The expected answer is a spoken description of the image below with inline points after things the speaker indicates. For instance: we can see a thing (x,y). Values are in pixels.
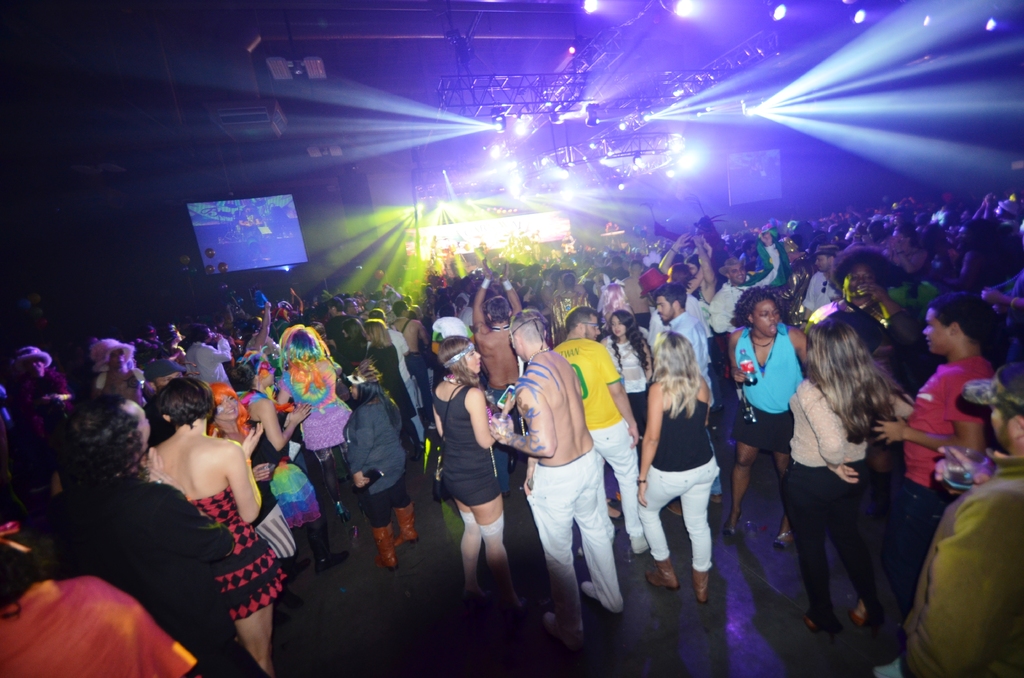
This is the picture of a place where we have some people (328,362), among them some are lifting their hands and around there are some screens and some lights (443,120) on the roof (542,63).
